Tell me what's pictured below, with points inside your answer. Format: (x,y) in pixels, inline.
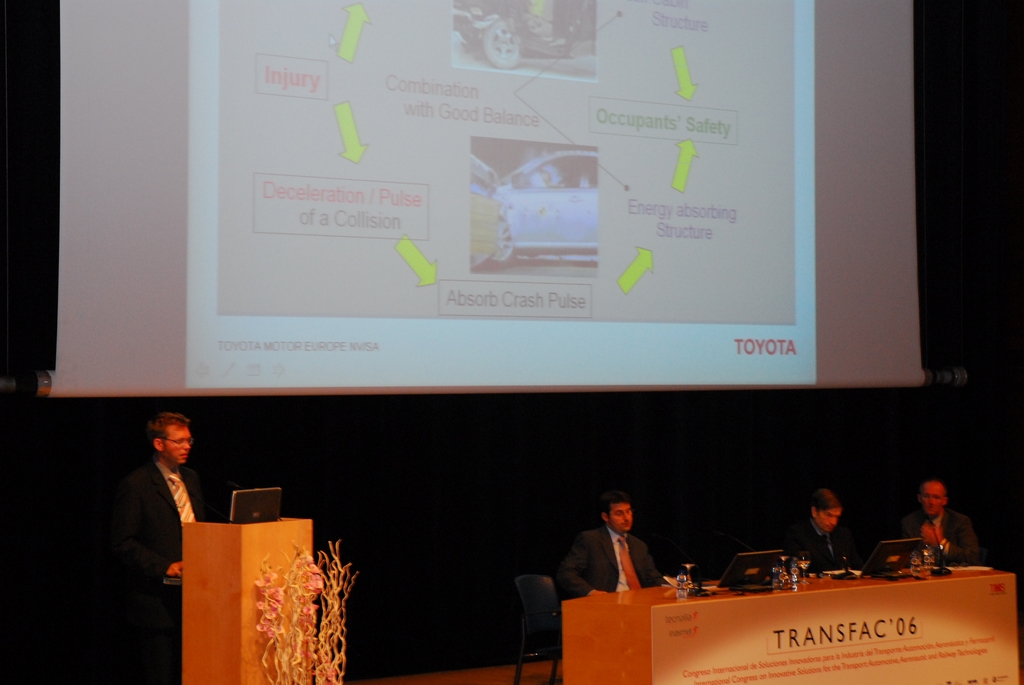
In this image a man (172,515) is standing behind a podium (223,530). On the podium (228,542) there is a laptop (270,505). There are three people (587,566) sitting on chair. In front of them on table (631,598) there are bottles (772,579), screens (884,563), mics (852,578). In the background (675,300) there is a screen (547,146). Here there are plants (274,613).
